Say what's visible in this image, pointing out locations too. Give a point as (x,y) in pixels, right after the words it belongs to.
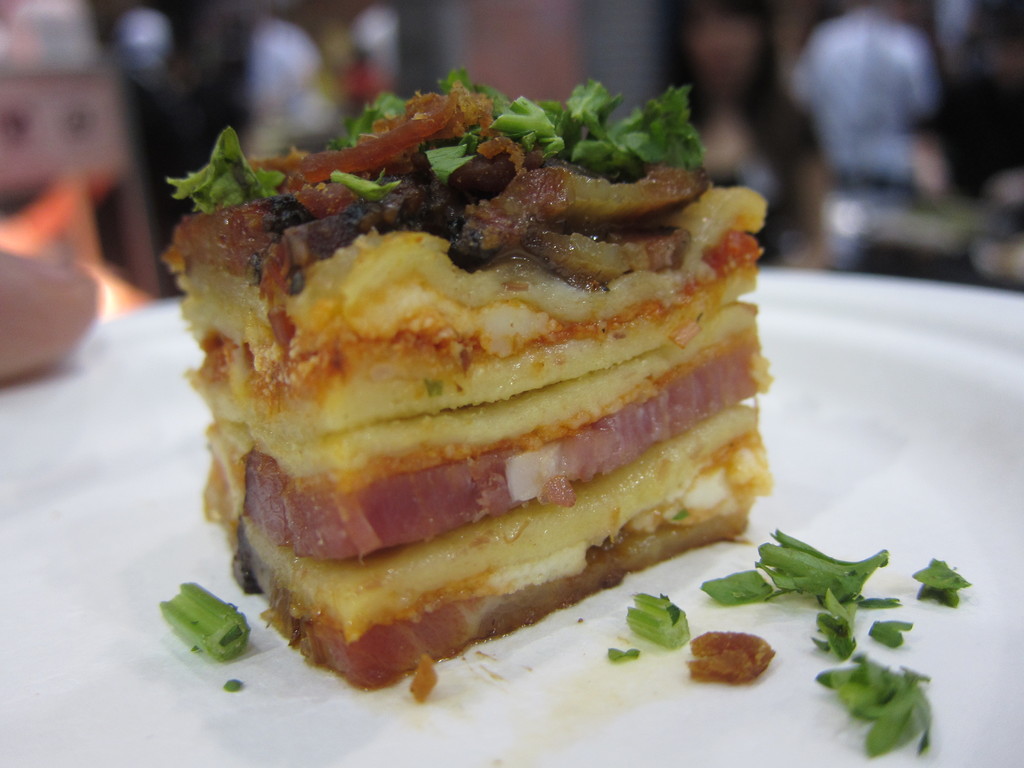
In this picture we can see a plate (213,761), on this plate (213,761) we can see a food item (433,507) and in the background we can see persons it is blurry.
